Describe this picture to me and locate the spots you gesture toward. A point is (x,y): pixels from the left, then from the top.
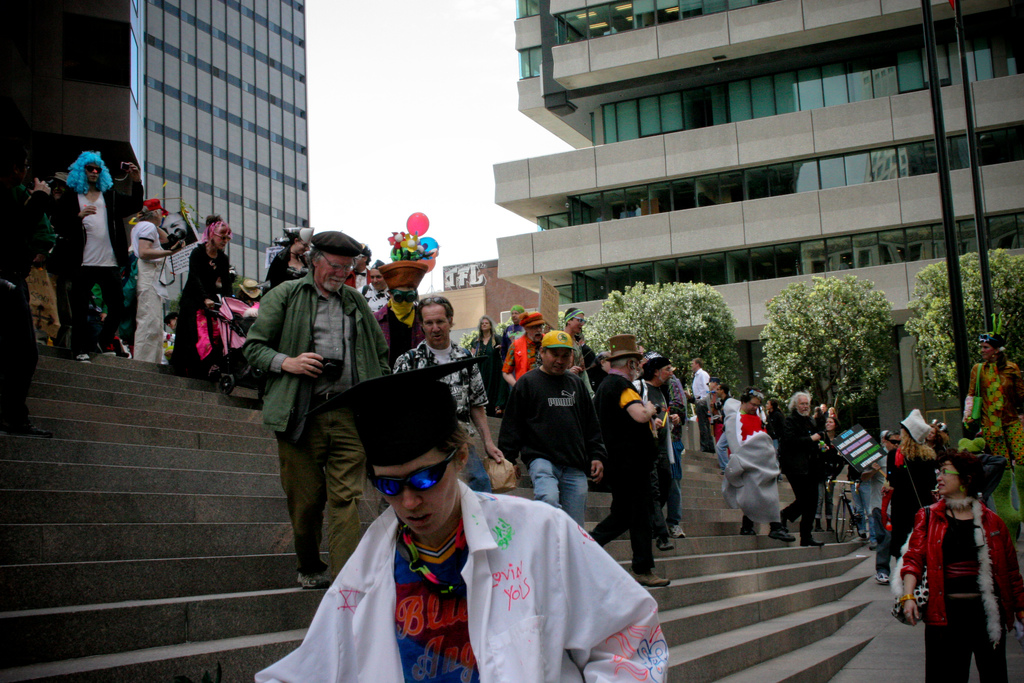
On the left side (143,218), there are persons (517,374) in different color dresses (316,297) on the steps (305,597). On the right side (955,593), there are persons (924,529) on the road (1010,640). In the background (816,275), there are buildings (179,11), trees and there is sky (444,154).
